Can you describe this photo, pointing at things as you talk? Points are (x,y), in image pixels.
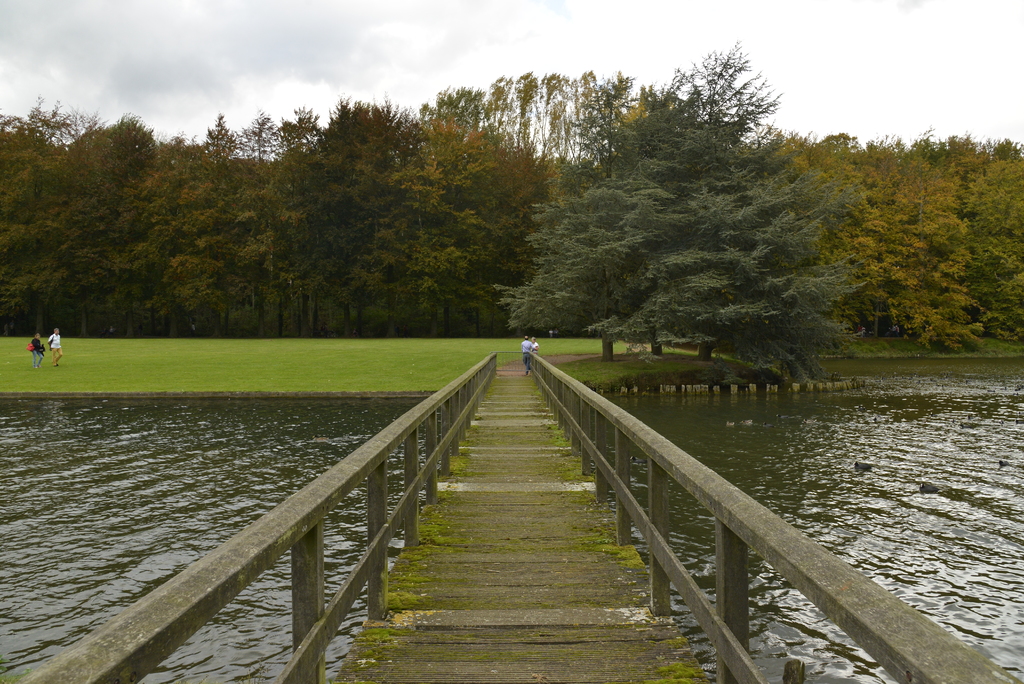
At the bottom of the image (474,522) there is a bridge (512,460). On the sides of the bridge (575,481) there is water (193,441). Behind the water (124,486) on the ground (335,355) there is grass (120,365) and also there are few people (525,357) on the ground (151,338). In the background (364,223) there are trees (591,175). At the top of the image (116,44) there is sky (191,58) with clouds (157,53).
